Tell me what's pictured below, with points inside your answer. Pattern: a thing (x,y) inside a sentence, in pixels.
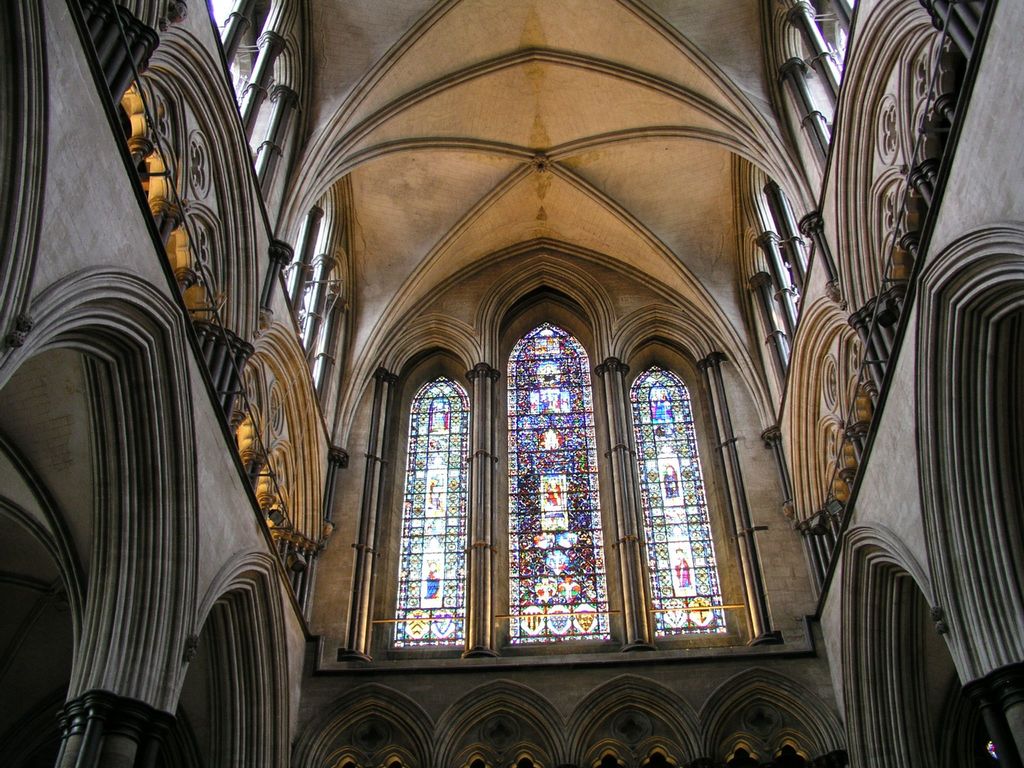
This is the inner view of a building (409,686). We can see some arches (165,540) and pillars (204,323). We can also see the walls (224,547). We can see some glass (431,616) and the roof (667,157).
